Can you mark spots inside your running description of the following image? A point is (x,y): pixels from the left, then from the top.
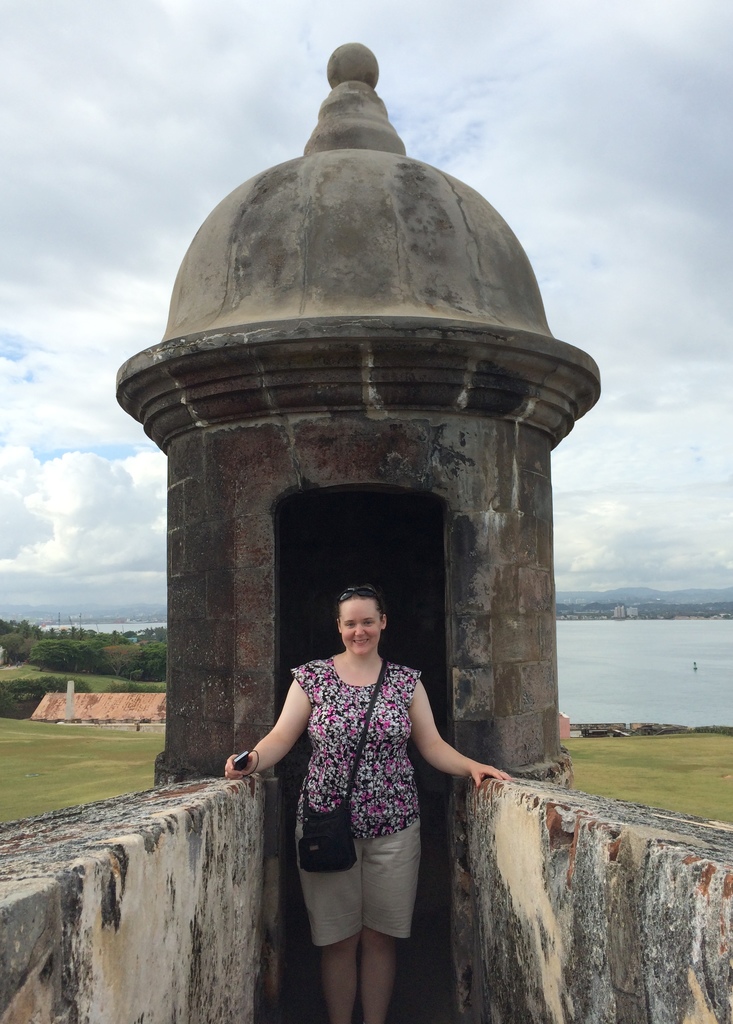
In the middle of the image (403,674) a woman (355,996) is standing and smiling and she is holding a mobile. Behind her there is a room (462,291). Behind the room (326,282) there is grass (683,767) and there are some buildings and there is water (662,657). At the top of the image (64,28) there are some clouds (718,24) and sky (66,46).
